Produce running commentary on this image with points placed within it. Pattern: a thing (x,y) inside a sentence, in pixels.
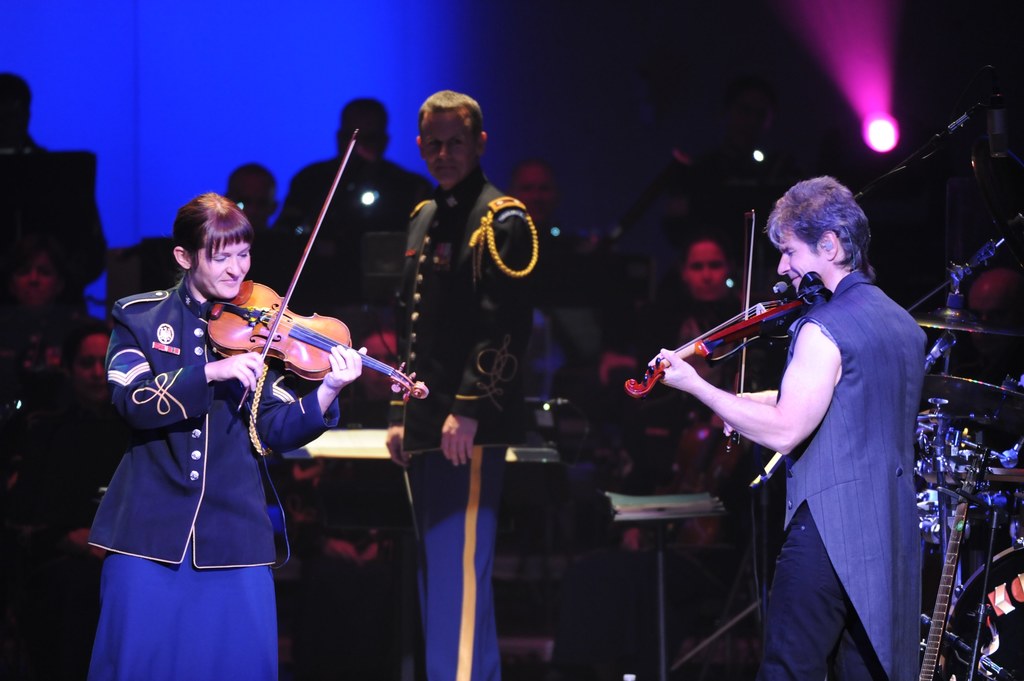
This is a picture of a concert where there are three people (456,524) in the foreground (835,434) and few other cast (360,222) in the background (695,258). On the left (190,480) there is a woman (246,413) playing violin (240,333), she is smiling. On the right (863,542) there is a man (842,580), he is playing violin (804,307), this man (803,241) is smiling. In the center of the picture (505,250) there is a other person (508,325) standing looking at both the people (803,348) playing violin (707,344). In the back (889,132) right there are lights (888,122). In the background (699,239) many are sitting and watching these playing violin (761,334). There are other instruments (974,507) in the foreground (983,556) right of the stage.
